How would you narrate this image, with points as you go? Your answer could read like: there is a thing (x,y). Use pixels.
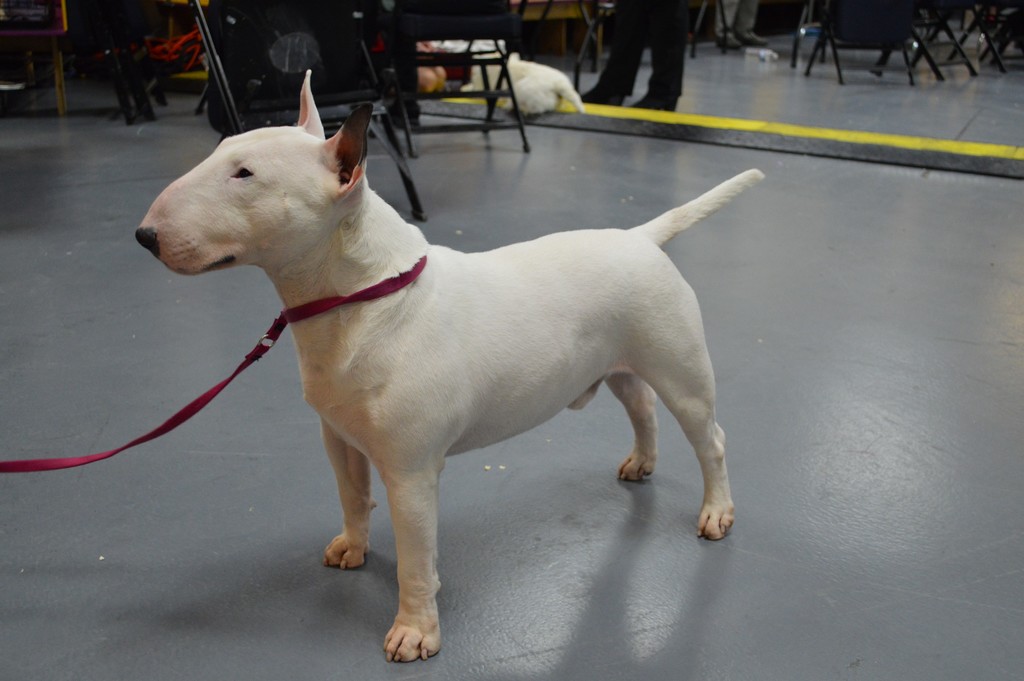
This picture is clicked inside. In the foreground (492,554) there is an animal (417,321) standing on the ground (671,546). In the background (497,127) we can see the chairs (505,70), a person (653,53) and many other items (475,86).
